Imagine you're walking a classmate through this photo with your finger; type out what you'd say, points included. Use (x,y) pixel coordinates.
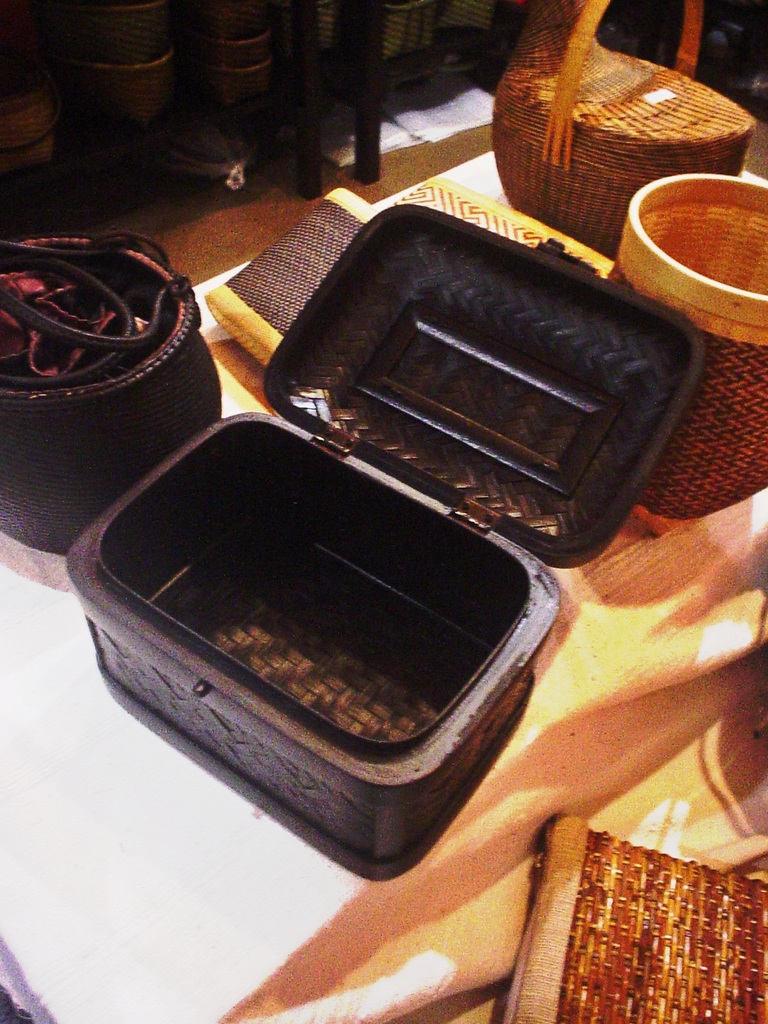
In this image there are some objects (339,530) kept on the surface (557,659) as we can see the objects (249,452) at left side (165,559) is in black color and there are some other objects (635,112) at top of this image (394,74).
